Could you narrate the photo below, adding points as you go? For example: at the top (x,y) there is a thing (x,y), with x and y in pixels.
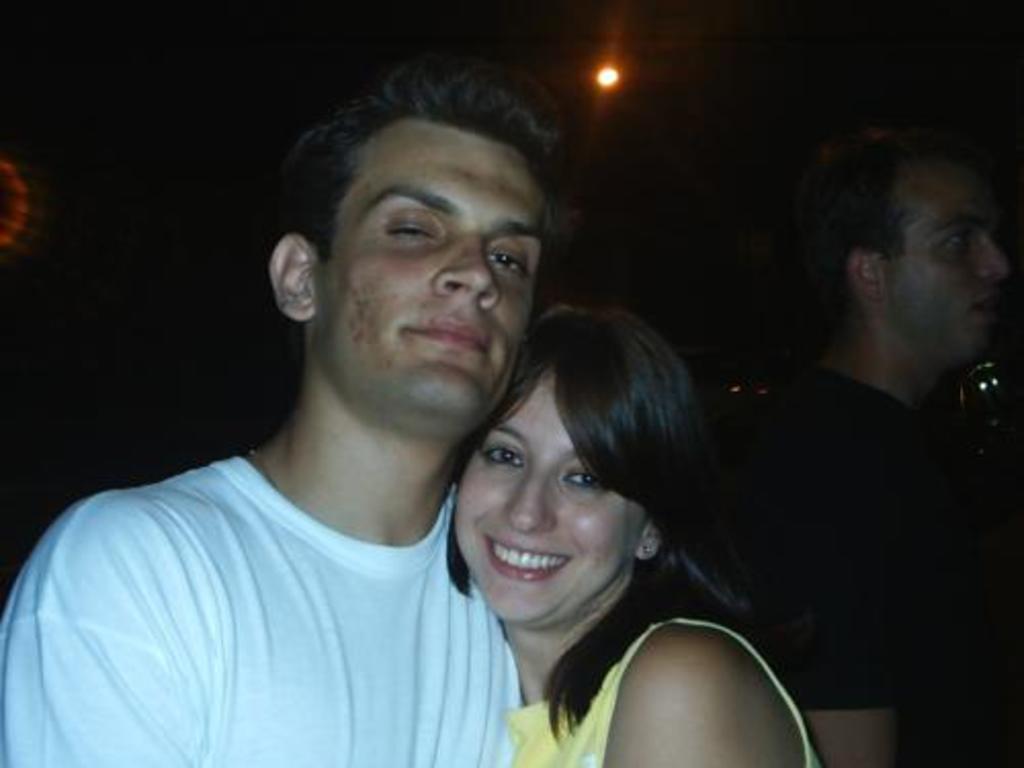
In this picture I can see there is a man (371,613) and a woman (588,515) standing, he is wearing a white shirt (439,636) and there are few people (983,335) standing and in the backdrop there is a light (607,88).
